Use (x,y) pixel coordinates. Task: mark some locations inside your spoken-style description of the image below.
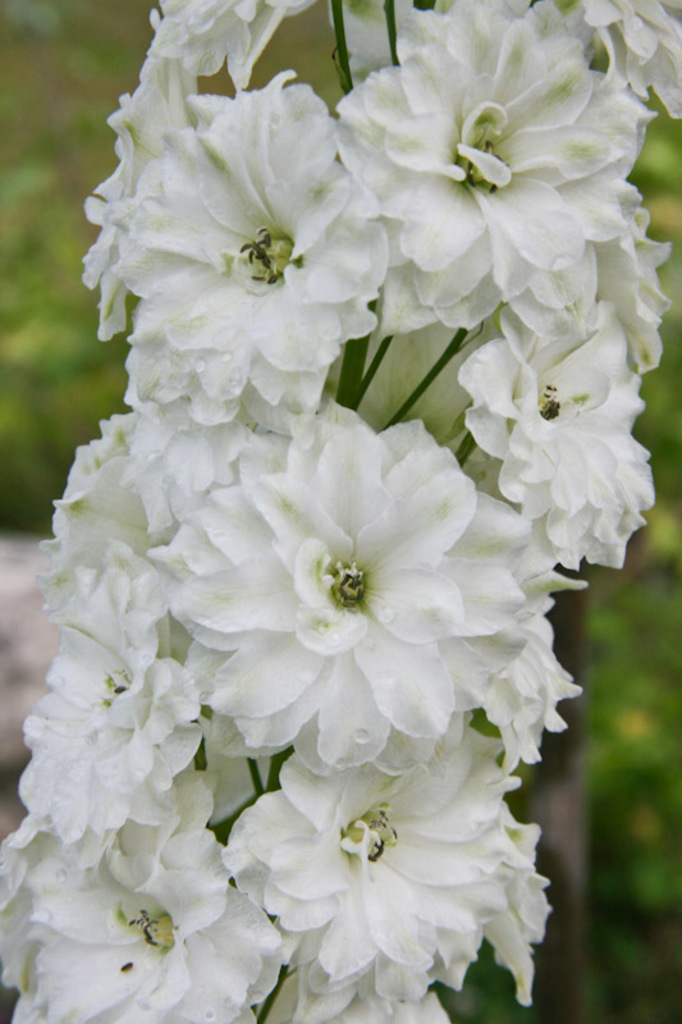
In this image we can see flowers (304,577) which are in white color.
